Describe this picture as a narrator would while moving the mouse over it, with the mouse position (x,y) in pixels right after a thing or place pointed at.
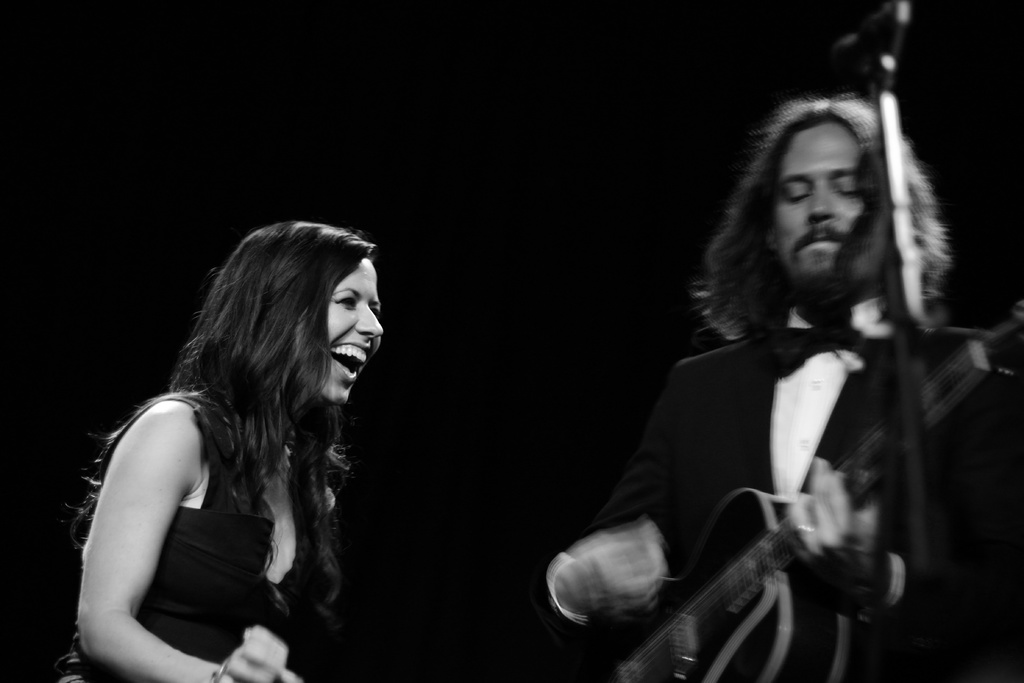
In this picture I can see a man (697,500) standing and playing a guitar (764,559) and I can see a microphone (907,13) and a woman (189,383) standing on the side with smile (335,353) on her face (349,356) and I can see a black color background (16,48).
